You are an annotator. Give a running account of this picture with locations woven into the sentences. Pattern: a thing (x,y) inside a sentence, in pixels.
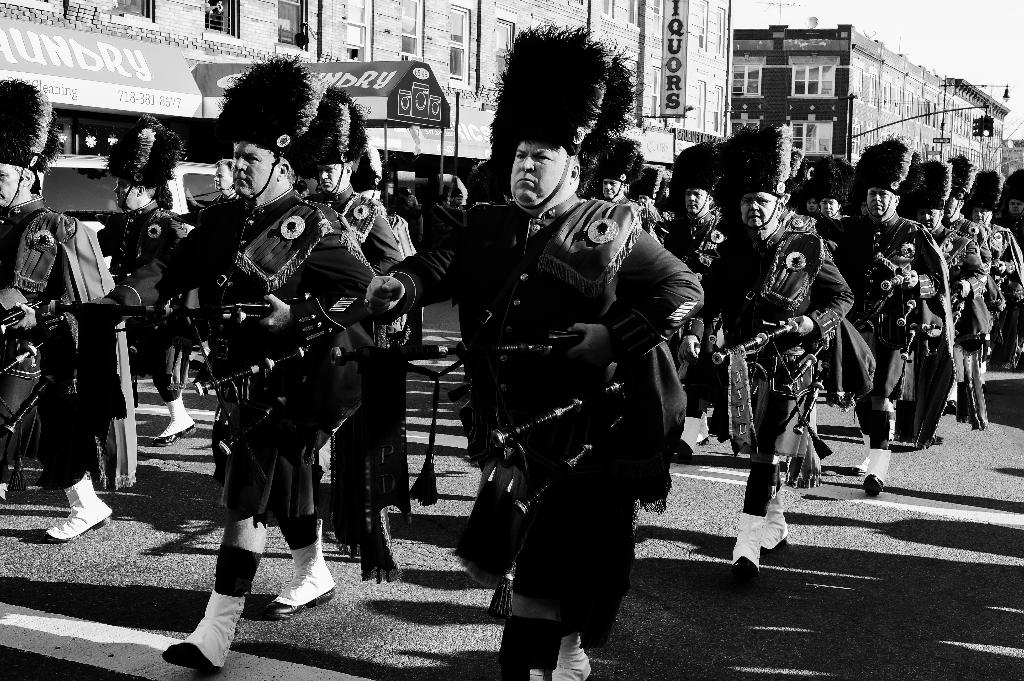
It is a black and white image. In this image, we can see a group of people (468,419) are walking on the road (950,631). Background (391,135) we can see buildings (382,120), stalls (400,120), banners (460,127), walls (904,63), windows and people (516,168).
